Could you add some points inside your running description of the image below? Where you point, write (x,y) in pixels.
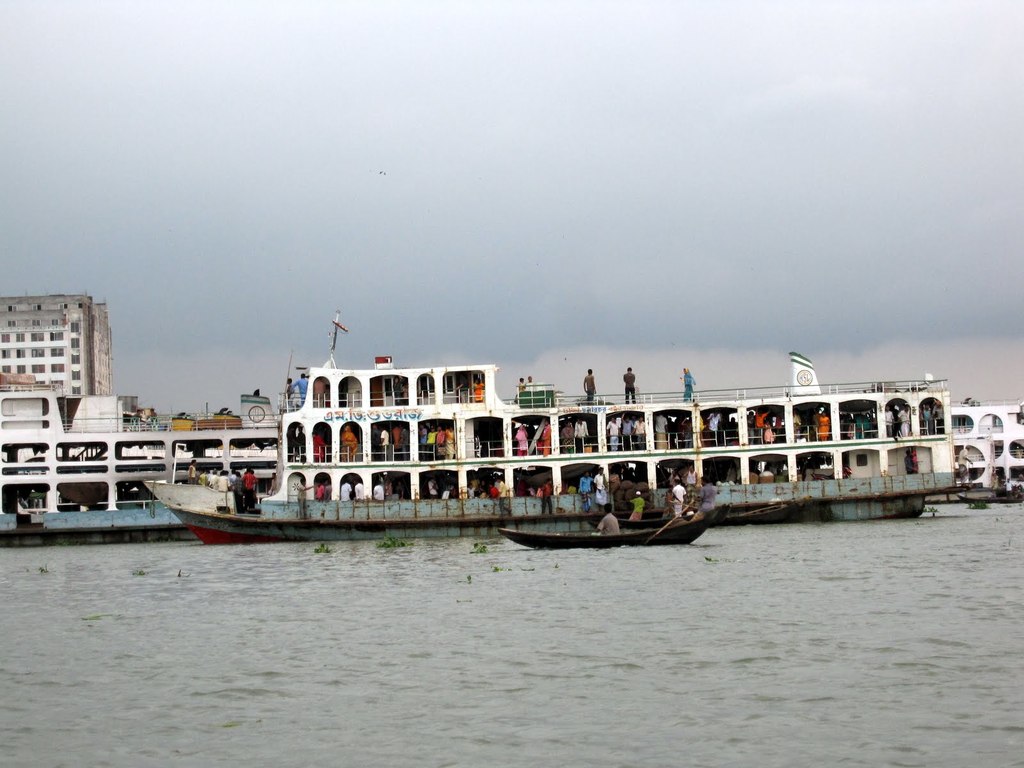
In this image I can see a ship (853,483) on the water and I can see group of people (426,437) standing in the ship (812,508). Background (98,333) I can see a building (79,333) in white color and the sky (478,211) is in white color.
